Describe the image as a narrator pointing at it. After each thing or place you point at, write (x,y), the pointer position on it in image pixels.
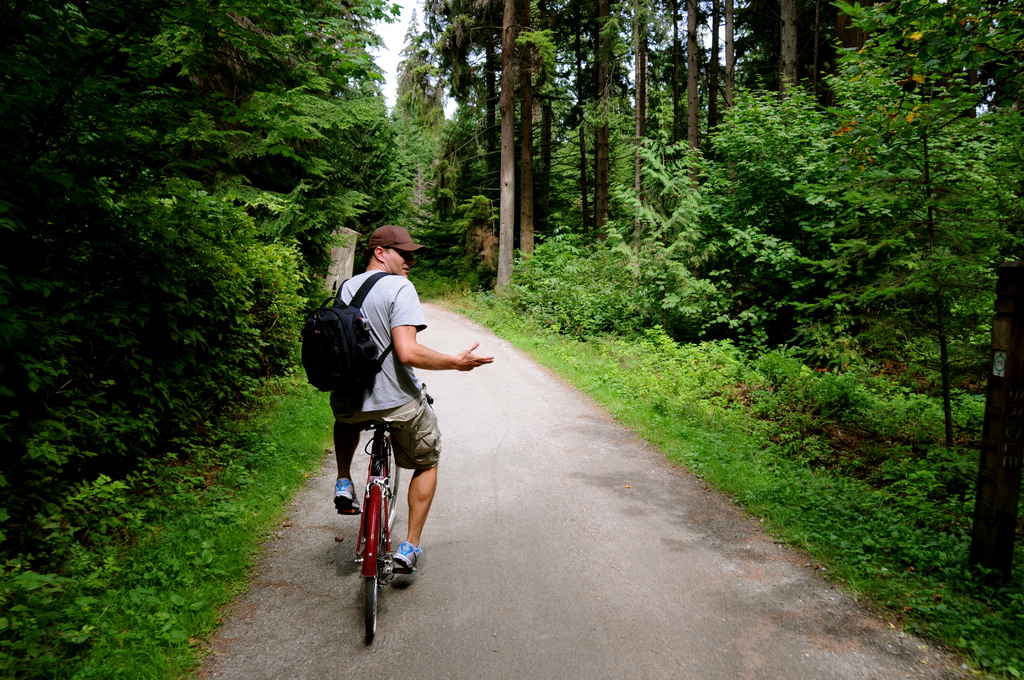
There is a man (415,494) riding a cycle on the road (431,312), he is wearing a black bag (345,339) and brown hat (400,247) and on the either side of the road (561,582) there are plenty of trees (481,235) and plants (672,399).
